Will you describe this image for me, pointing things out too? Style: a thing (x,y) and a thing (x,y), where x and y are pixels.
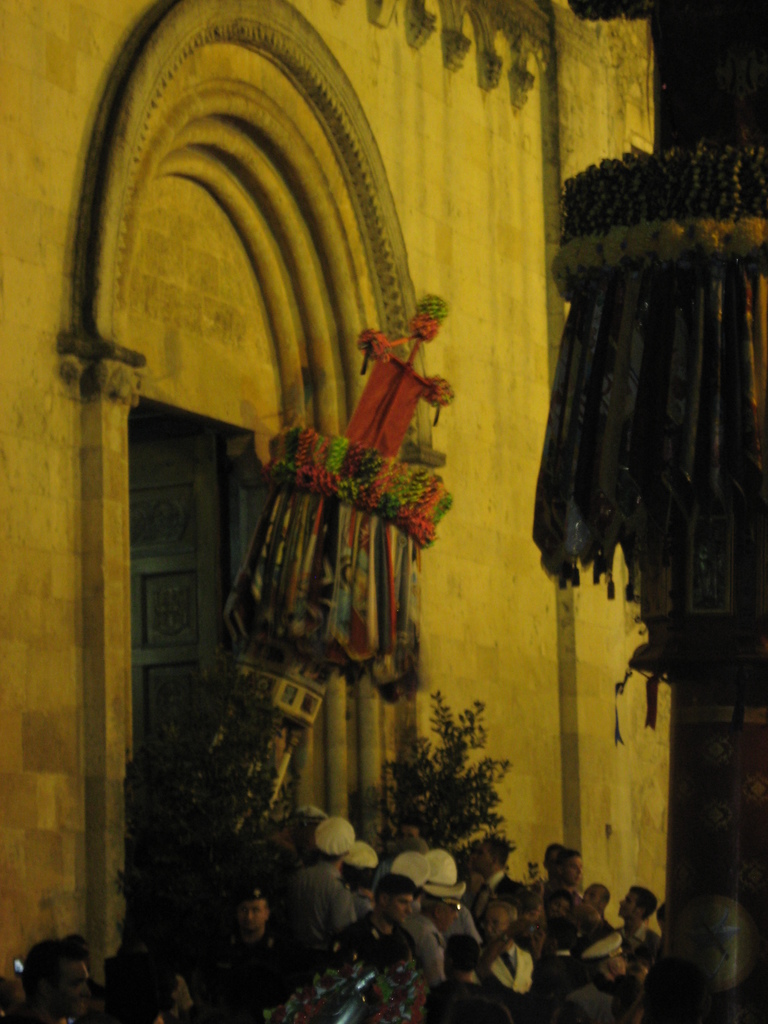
At the bottom of the picture (498,920), we see people (447,944) are standing. Behind them, we see flower pots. Behind that, we see a wall (279,296) in yellow color. In the middle of the picture (324,530), we see something in orange, green and brown color. On the right side (659,426), we see a pillar (694,629).
